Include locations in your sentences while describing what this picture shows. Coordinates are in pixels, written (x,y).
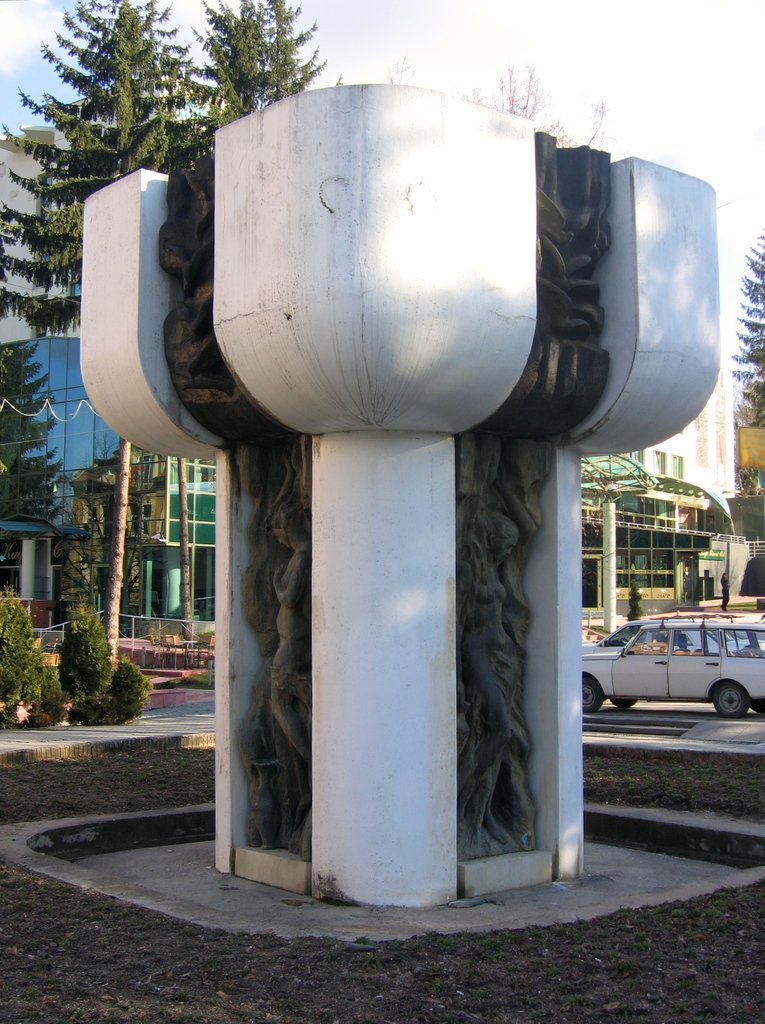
In this picture we can see a sculpture (405,494) on the path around it, we can see a path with some plants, vehicles (702,676) and in the background (598,603), we can see some trees (761,420), building (591,570) with pillar (606,629) and glasses (57,511) and behind it we can see a sky (736,392).
